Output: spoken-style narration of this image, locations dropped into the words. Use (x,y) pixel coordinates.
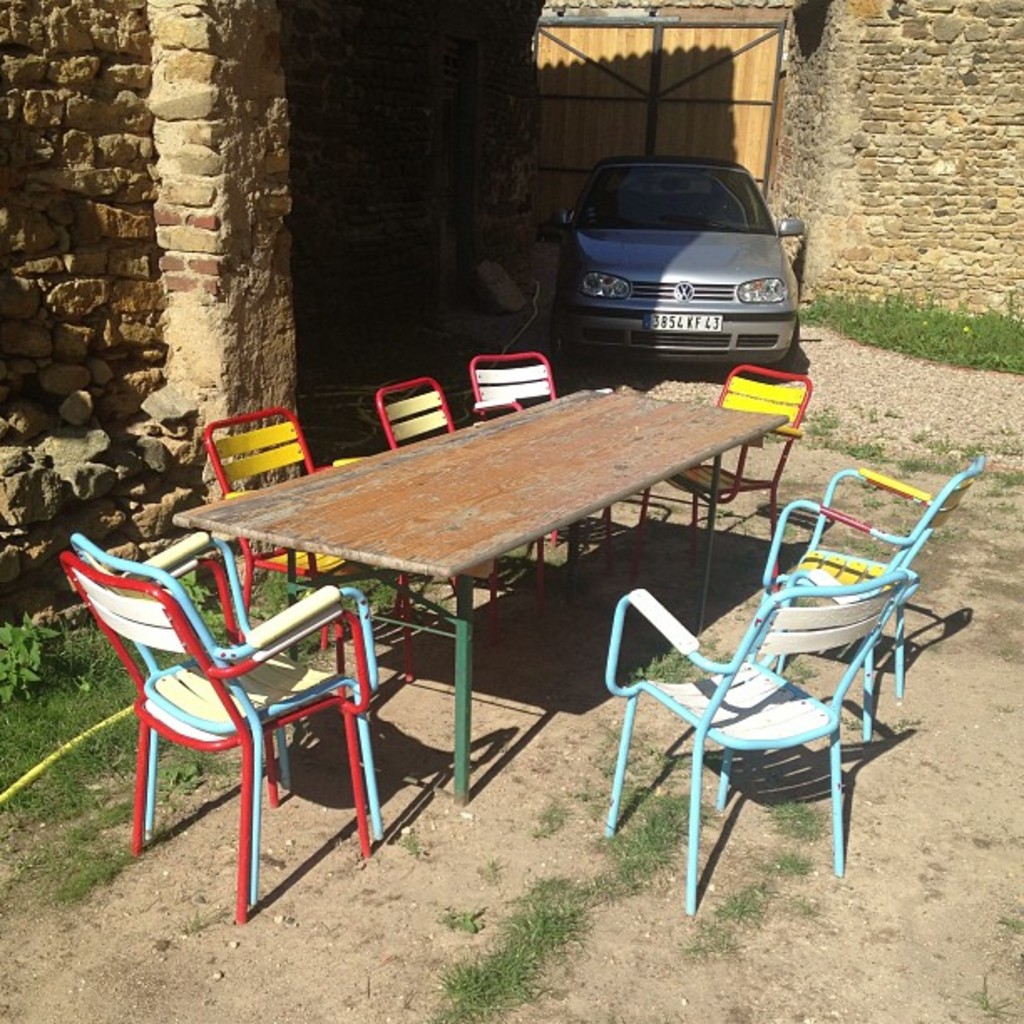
In this Image I see a table (712,521) and I see few chairs (292,609) around it. In the background (5,366) I see the wall (372,269), grass (894,306) and a car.
